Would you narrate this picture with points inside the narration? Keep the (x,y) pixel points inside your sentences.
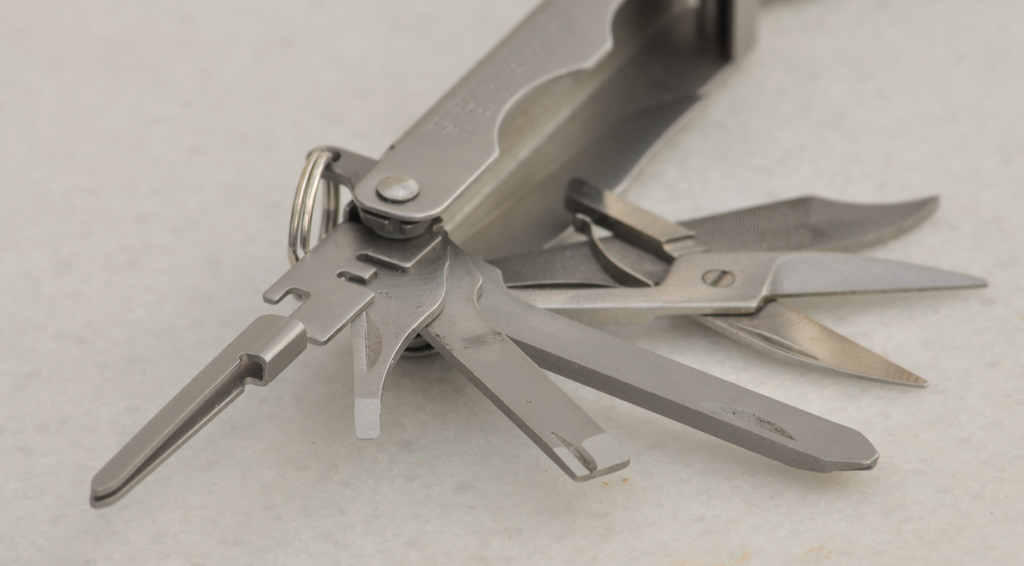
In this image there is a metal tool (489,251) to which there are different cutting items (620,347) to it.
